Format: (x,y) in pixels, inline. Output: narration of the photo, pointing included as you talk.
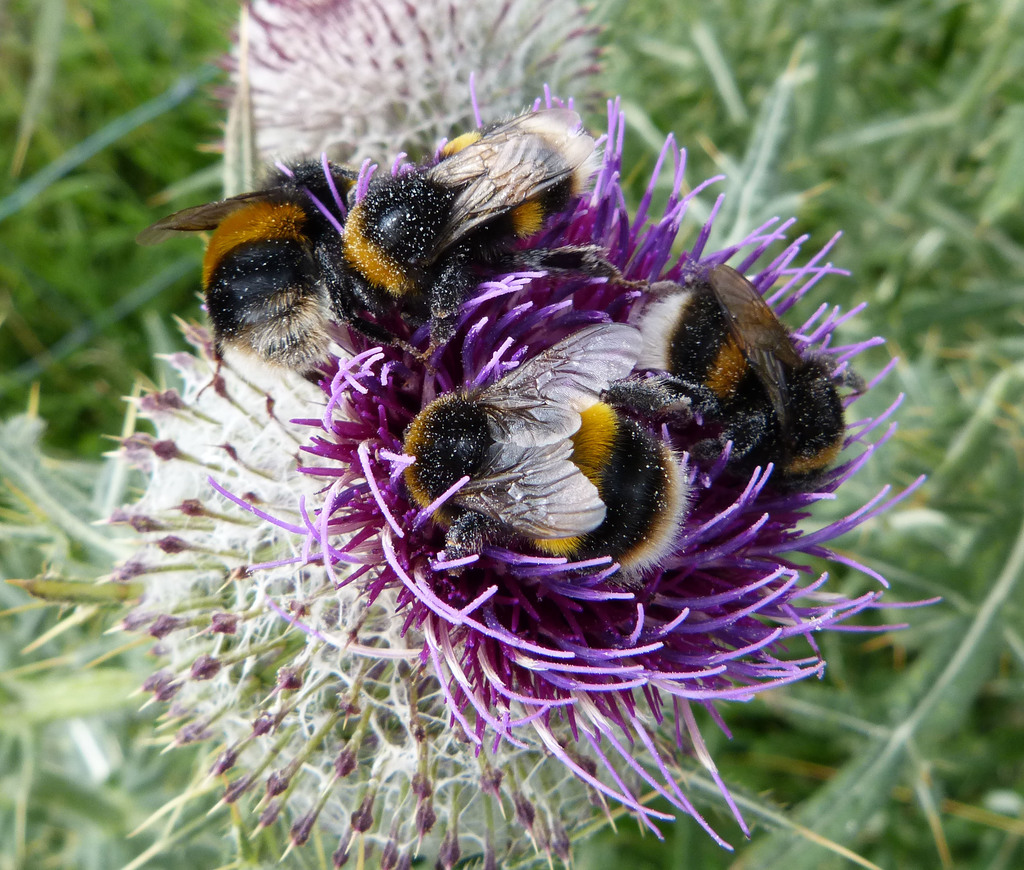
In this image there are flowers (369,110). There are four bumblebees (475,450) on a flower (397,517). Around the flowers (413,507) there is grass (81,176) in the image.
